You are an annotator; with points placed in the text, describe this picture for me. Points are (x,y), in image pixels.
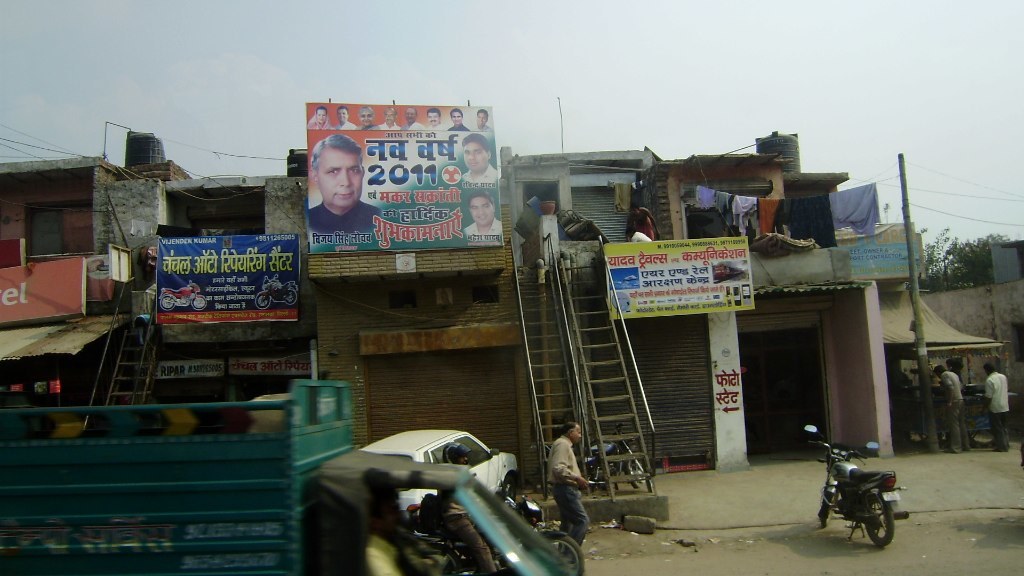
On the left side (123,264) there are buildings (134,273), vehicles (136,443). On the buildings (185,355) there are banners (175,302) and ladder (140,362). And a person (553,473) is walking. On the right side (828,468) there is a motorcycle (838,497). There are many shops (652,338) with shutters (684,358), banners (496,219) and ladders (547,311). There is a electric pole (919,323) and some dresses (767,205) are hanged on the rope (801,197). On top of the building (653,165) there are water tanks (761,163). In the background (780,52) there is sky (870,61). On the right side (958,391) there are some people (956,394) standing.
